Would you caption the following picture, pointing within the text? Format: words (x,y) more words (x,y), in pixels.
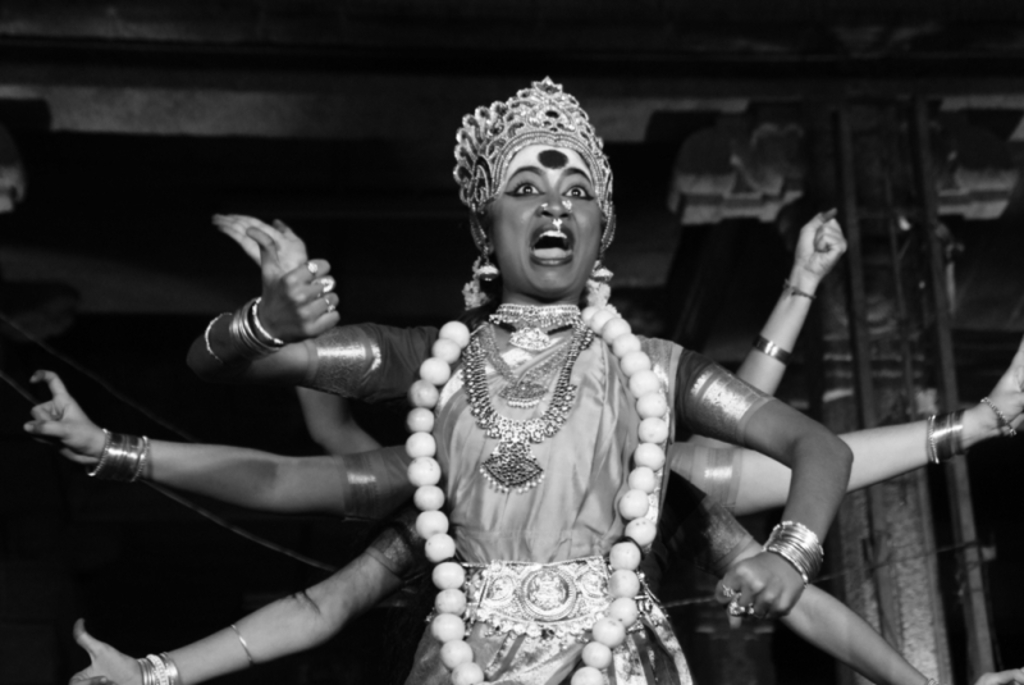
In this black and white picture there is a woman (634,444) standing. She is wearing a crown (518,116) and ornaments (552,576). There is a garland (639,378) around her neck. Behind her there are many hands (882,477) of the people (763,466). The background (865,149) is dark.
